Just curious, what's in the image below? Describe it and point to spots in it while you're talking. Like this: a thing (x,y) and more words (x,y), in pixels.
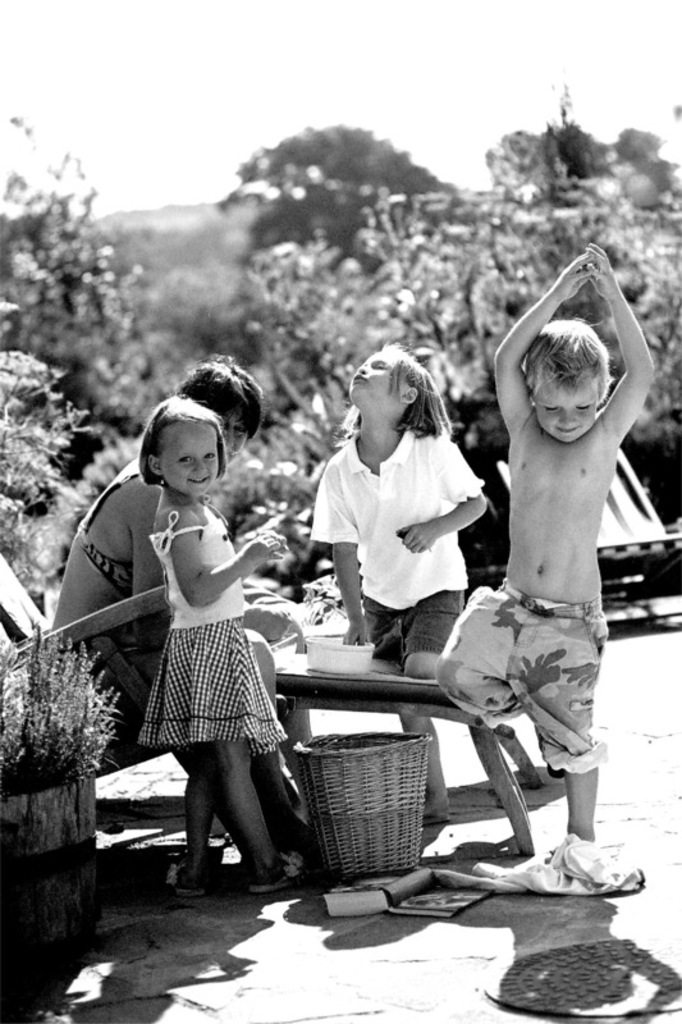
This picture is clicked outside. On the right (549,392) there is a Boy (556,573) standing and looking on the ground (597,927). In the center (379,383) there is a Girl (386,433) wearing white color shirt (396,478) and standing. There is a bowl (341,657) placed at the top of the table (427,697). There is a basket (385,813) placed on the ground (455,841) and there is a book (385,899) lying on the ground (392,927). On the left (73,607) there is a Woman (231,367) sitting on the rocking chair (99,635) and there is a Girl (189,511) standing and smiling. On the left corner (61,763) there is a Houseplant (67,749). In the background (174,38) we can see the Sky (296,74) and Trees (598,149).
